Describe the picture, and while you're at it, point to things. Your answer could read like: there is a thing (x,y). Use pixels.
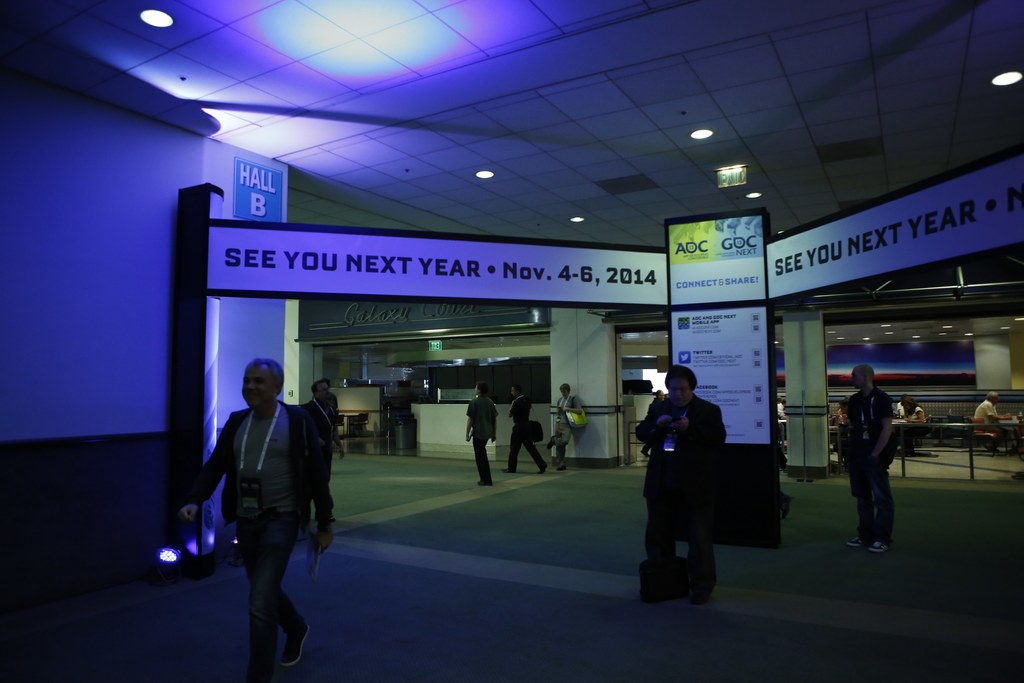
In the image there are many people (709,554) walking on the floor (602,519), in the middle (442,261) there is a banner (272,236), on the right side (988,420) there are few people (993,426) sitting in front of the table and there are lights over the ceiling (317,129), this seems to be clicked in a mall (515,96).
